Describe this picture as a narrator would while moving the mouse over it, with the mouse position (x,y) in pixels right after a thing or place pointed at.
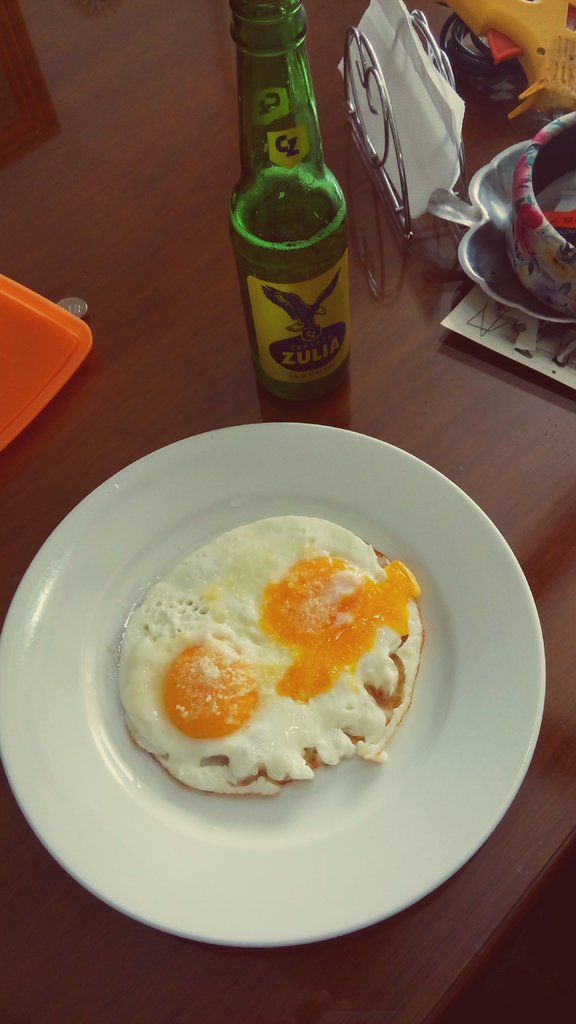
In this image we can see two fried eggs (154,668) in the plate (56,574), beside there is a beer bottle (252,167), tissues (447,108), and some objects (68,361) on the wooden table (197,282).
